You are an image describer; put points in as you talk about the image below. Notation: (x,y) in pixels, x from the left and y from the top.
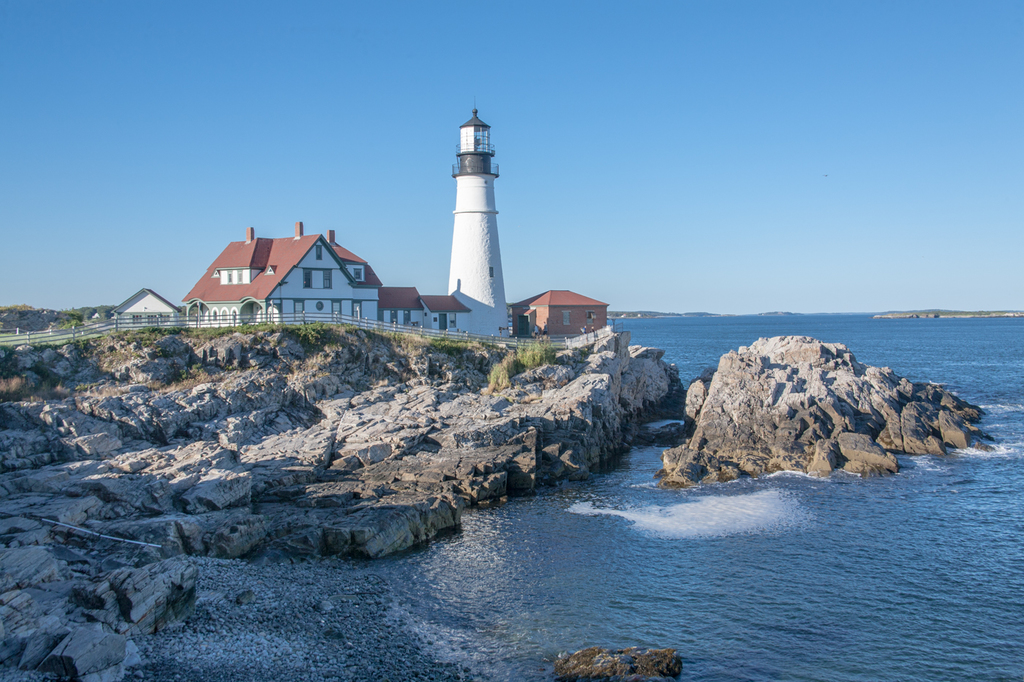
There is a house (353,299) on the rocks (325,374) as we can see on the left side of this image (233,420). There is a sea (733,329) on the right side of this image (791,501), and there is a sky (240,119) at the top of this image (302,165).
